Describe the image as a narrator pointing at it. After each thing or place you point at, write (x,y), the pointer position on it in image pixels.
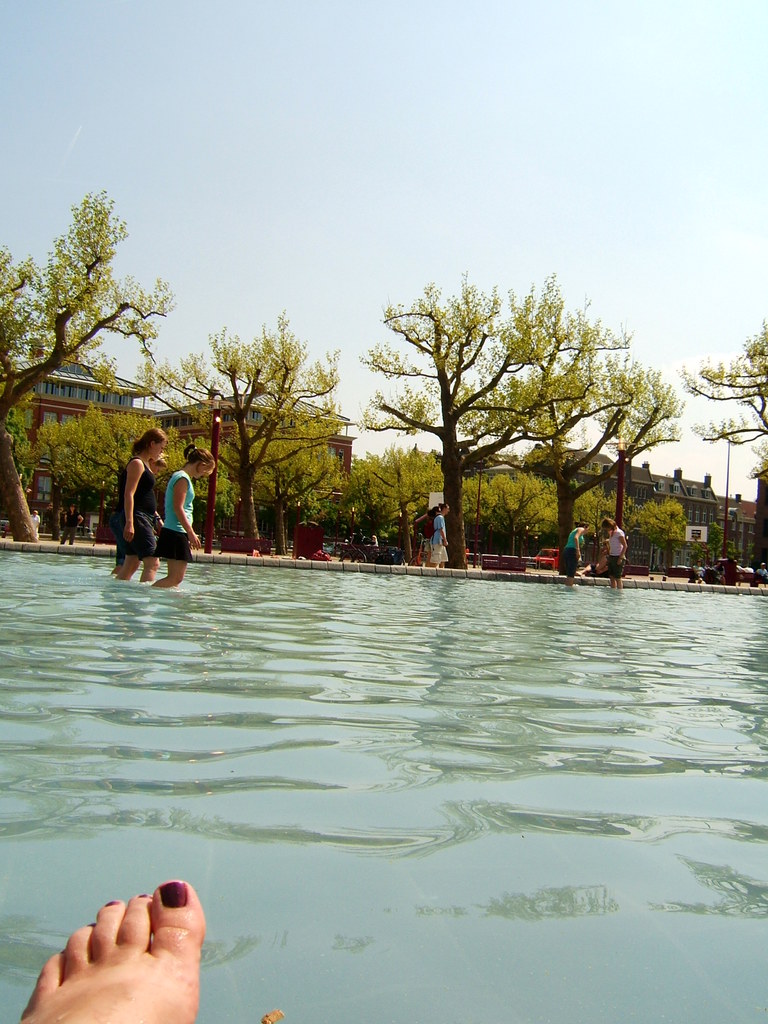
In this picture we can see people (174,525), among them few people (138,524) are in the water (189,593) and few other people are standing on the ground (291,554). Behind the people (127,474), there are trees (227,488), poles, buildings (634,489) and some objects (497,560). At the top of the image (306,56), there is the sky (306,56). In the bottom left corner of the image (73,966), there is a person's leg (102,959).
